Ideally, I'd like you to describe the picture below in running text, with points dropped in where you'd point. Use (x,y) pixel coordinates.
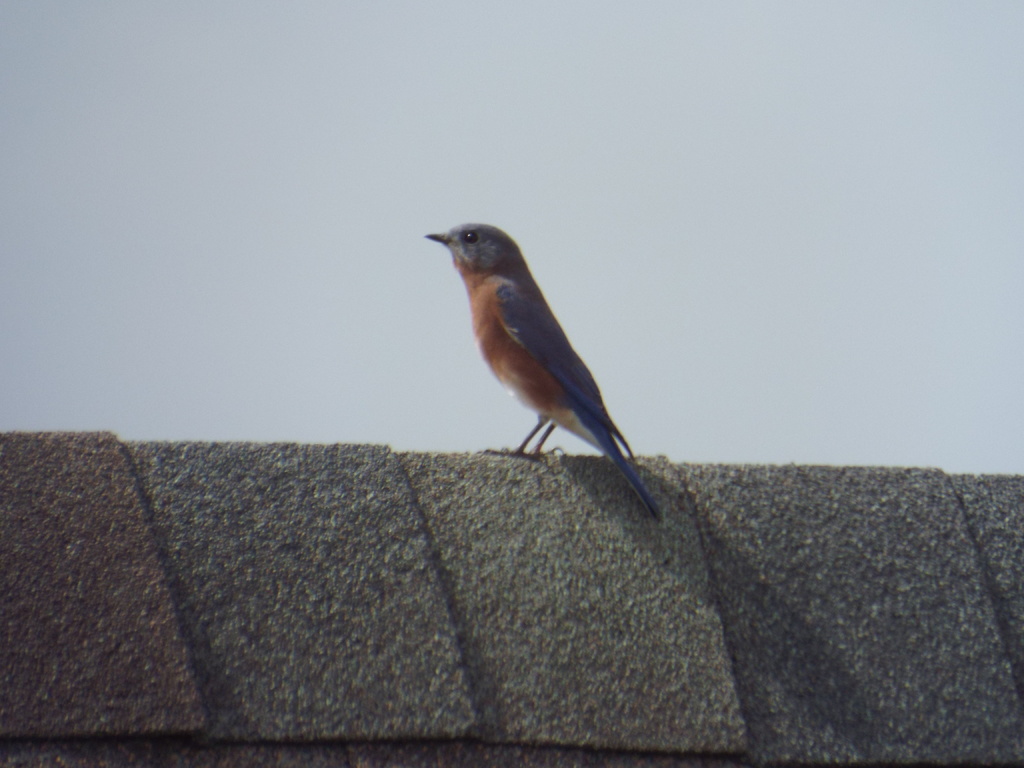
In this image I can see a bird (535,309) which is blue, brown, black and white in color is standing on the shingled roof (514,543) and in the background (341,208) I can see the sky (308,156).
